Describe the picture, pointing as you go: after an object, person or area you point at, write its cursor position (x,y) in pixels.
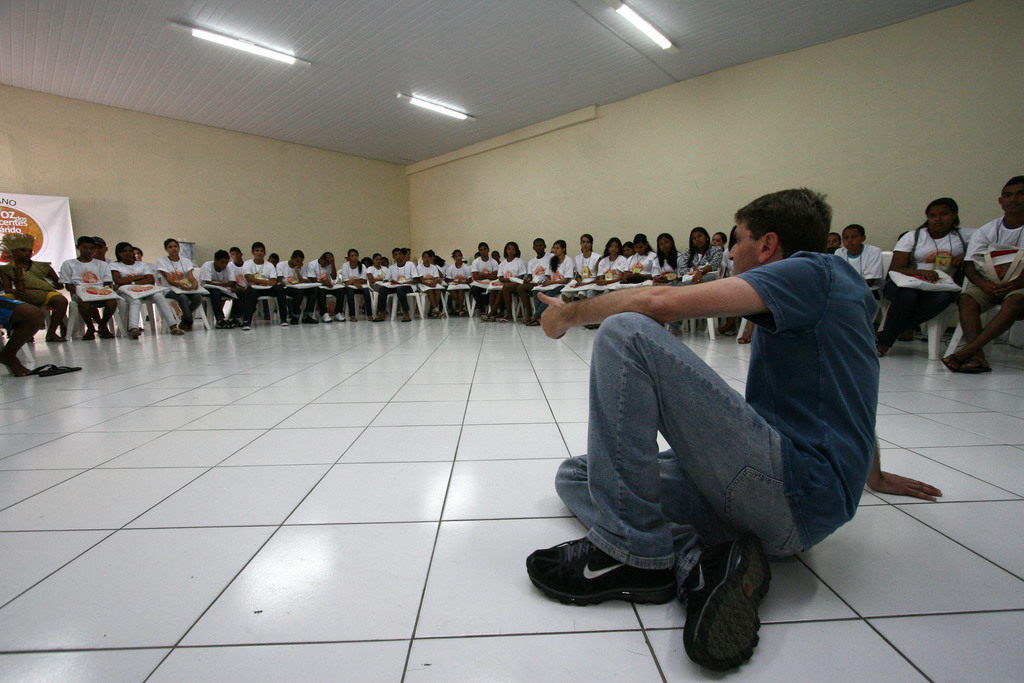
This image is taken indoors. At the bottom of the image (293,575) there is a floor (471,471). In the background (381,219) there are two walls (508,185) and there is a banner (52,214) with a text (14,212) on it. At the top of the image (243,84) there is a roof (371,96) with a few lights (197,35). In the middle of the image (348,267) many people (126,280) are sitting on chairs (67,317) and they are holding a few objects (948,286) in their hands (932,280). On the right side of the image (850,278) a man (607,387) is sitting on the floor (568,408).
